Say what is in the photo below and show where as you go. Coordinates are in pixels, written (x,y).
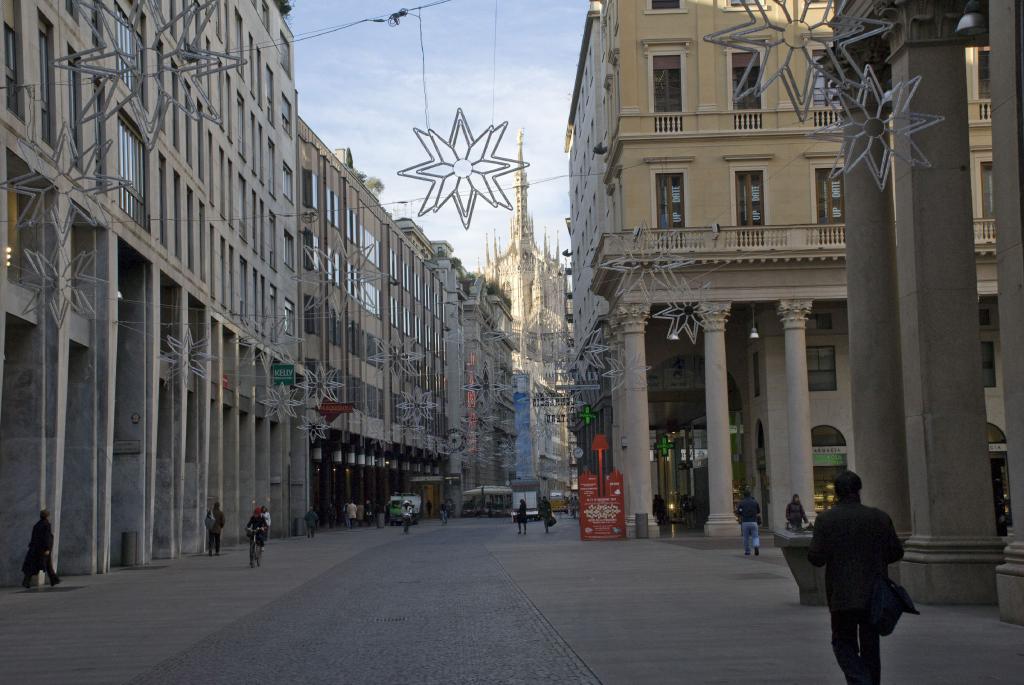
A few people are walking on a street (268,605). There are some decorations (188,80) in the shape of star hanging from ropes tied between buildings (661,14). There are few buildings (201,141) on either side of the street (500,594). There is a big church (531,291) in the background (518,254).
